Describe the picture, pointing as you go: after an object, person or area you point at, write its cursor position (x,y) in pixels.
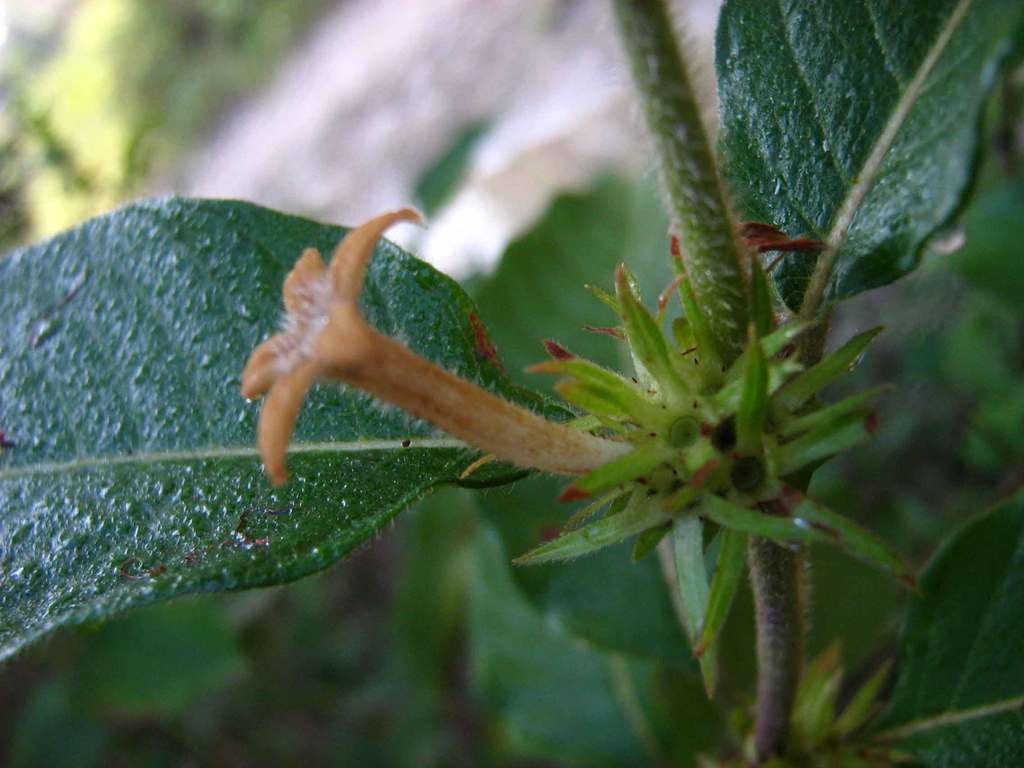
In this image we can see a flower (531,441) on the stem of a plant (709,492). In the background (1010,614), we can see some plants (474,623).
